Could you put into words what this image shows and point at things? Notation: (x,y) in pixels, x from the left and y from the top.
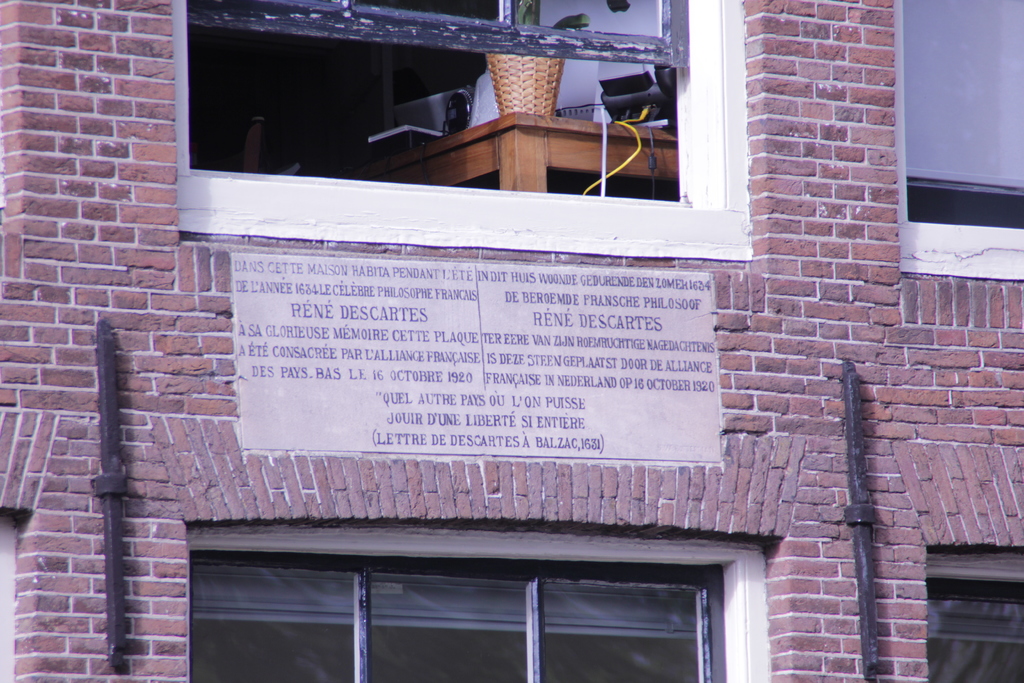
In this image I can see a building (159,392) which is made up of bricks (142,234), two black colored pipes (122,649), few windows (452,653) of the buildings (117,294) and through the window (471,185) I can see a table (493,135) with a flower pot (529,74) and few objects (485,105) on it.
